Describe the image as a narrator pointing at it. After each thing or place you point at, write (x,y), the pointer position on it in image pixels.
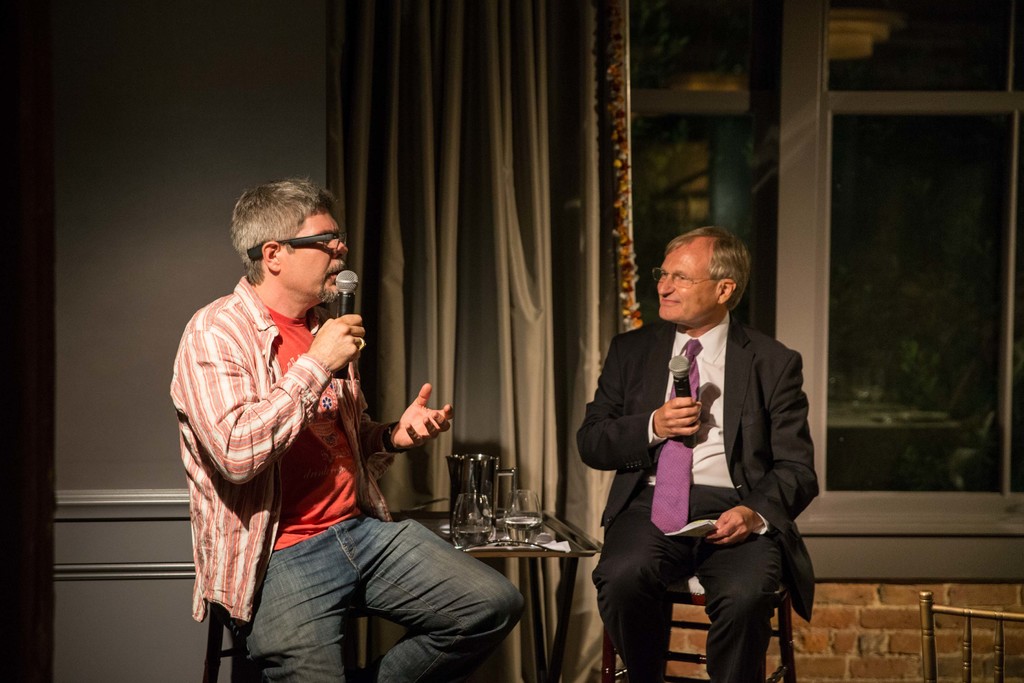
This image is taken indoors. In the background (135,267) there is a wall (183,211) with a window (819,216) and there is a curtain (488,200). In the middle of the image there is a table (543,663) with a few glasses (480,512) and a few things (481,489) on it. A man (753,610) is sitting on a chair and he is holding a mic (683,394) and a paper (694,524) in his hands (674,407). Another man (262,484) is sitting on the chair (245,643) and he is holding a mic (344,292) in his hand (347,330) and talking. On the right side of the image (932,622) there is an empty chair (927,675).
